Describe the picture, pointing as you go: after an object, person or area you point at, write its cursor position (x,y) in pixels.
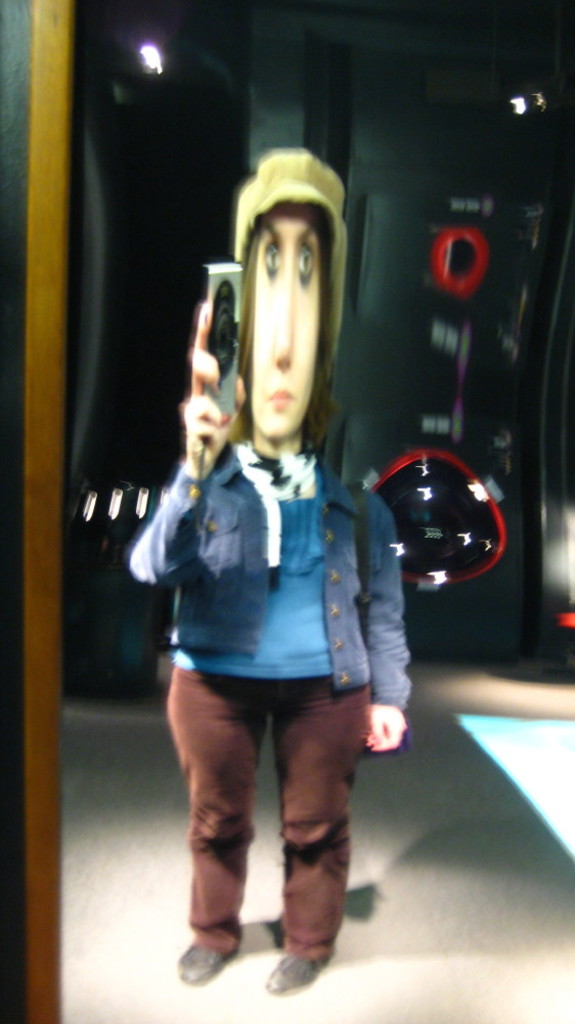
In this image there is a girl (274,719) standing on the floor (270,780) by holding the camera (214,303). She is wearing the blue jacket (240,568) and a scarf (305,481). In the background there are speakers (470,279). It seems like the face (290,321) of the girl (295,309) is big. At the bottom (533,757) there is light (492,753) on the right side (529,751).
